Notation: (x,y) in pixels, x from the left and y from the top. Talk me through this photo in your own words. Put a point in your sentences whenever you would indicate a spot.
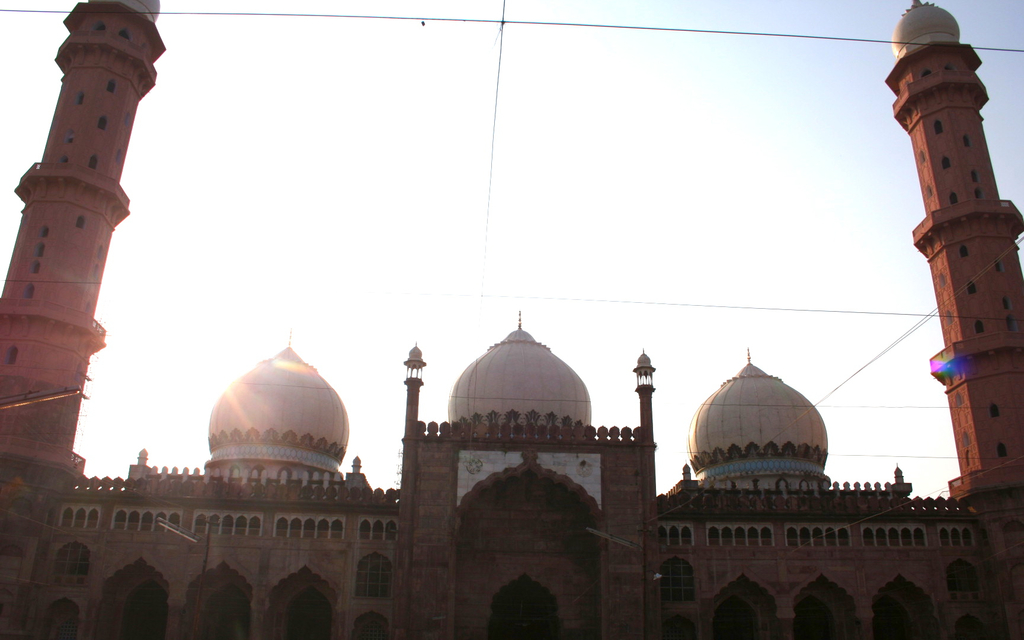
In this image in the center (570,420) there is a palace (184,483) and there are some pillars (67,68), and at the top (381,120) we could see some wires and sky (451,184).
